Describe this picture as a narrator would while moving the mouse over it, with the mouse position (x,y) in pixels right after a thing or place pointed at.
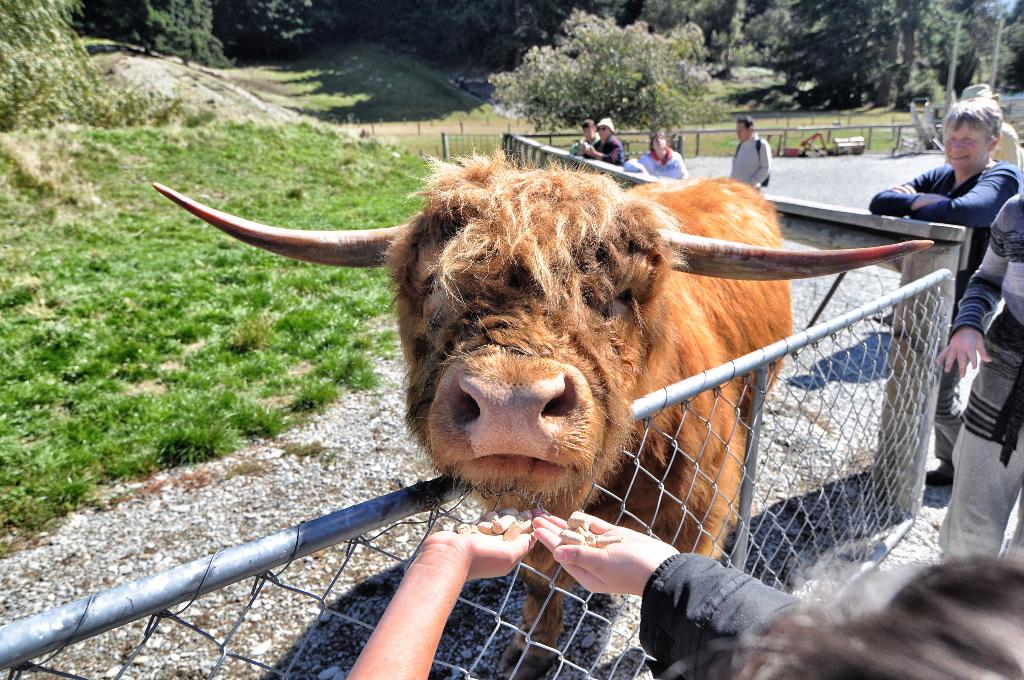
In the center of the image (579,307) we can see one animal (618,301), mesh (901,307) and a few people (993,268) are standing. In front of an animal (581,326), we can see two human hands (647,546) holding some objects (471,526). In the background (399,116), we can see trees (574,28), grass (131,154), fences (548,160) and a few other objects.
